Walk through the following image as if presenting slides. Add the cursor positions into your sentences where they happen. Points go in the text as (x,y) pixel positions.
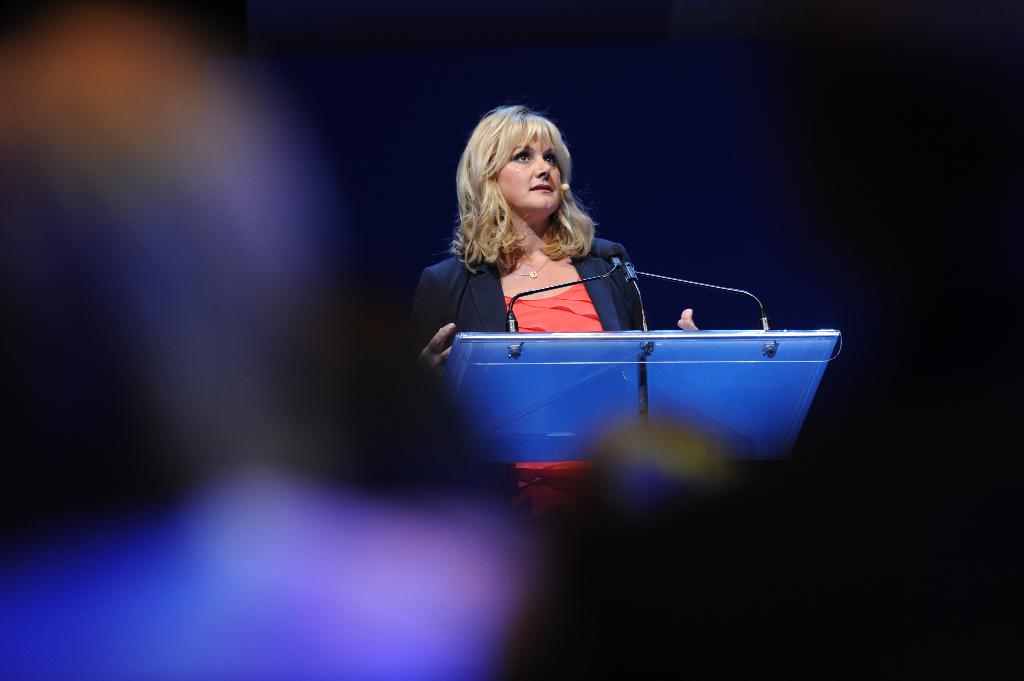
A beautiful (588,327) woman is speaking in the microphone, she wore orange color t-shirt (551,323) and black color coat (460,293).
